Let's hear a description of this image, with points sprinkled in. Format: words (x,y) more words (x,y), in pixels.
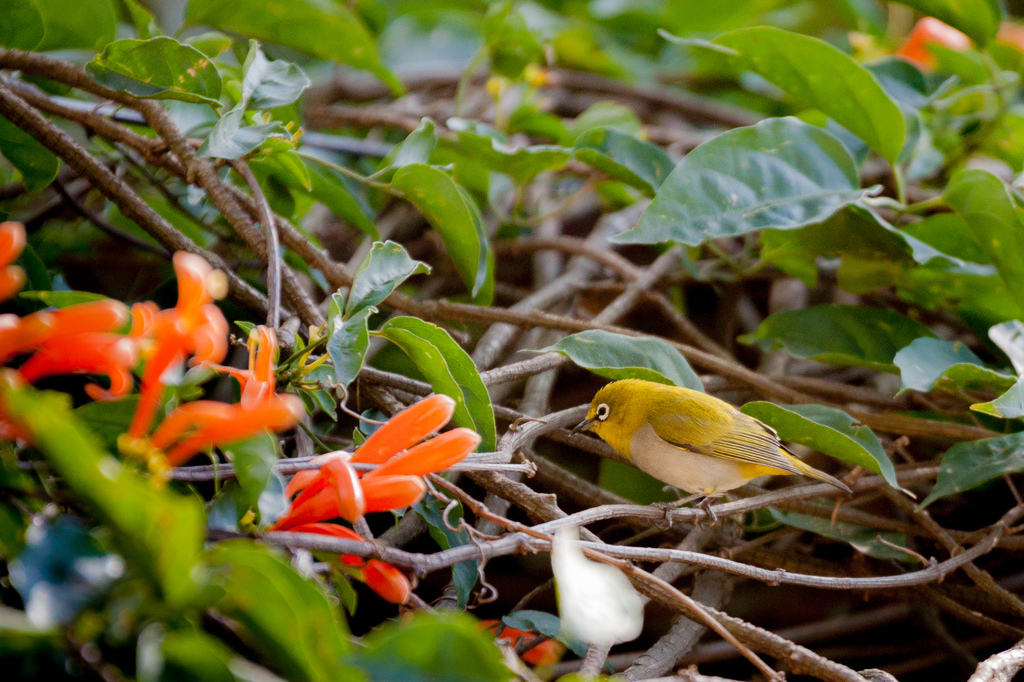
In the image we can see some plants (324,349) and flowers (195,424), on the plants (574,346) there is a bird (826,477).
